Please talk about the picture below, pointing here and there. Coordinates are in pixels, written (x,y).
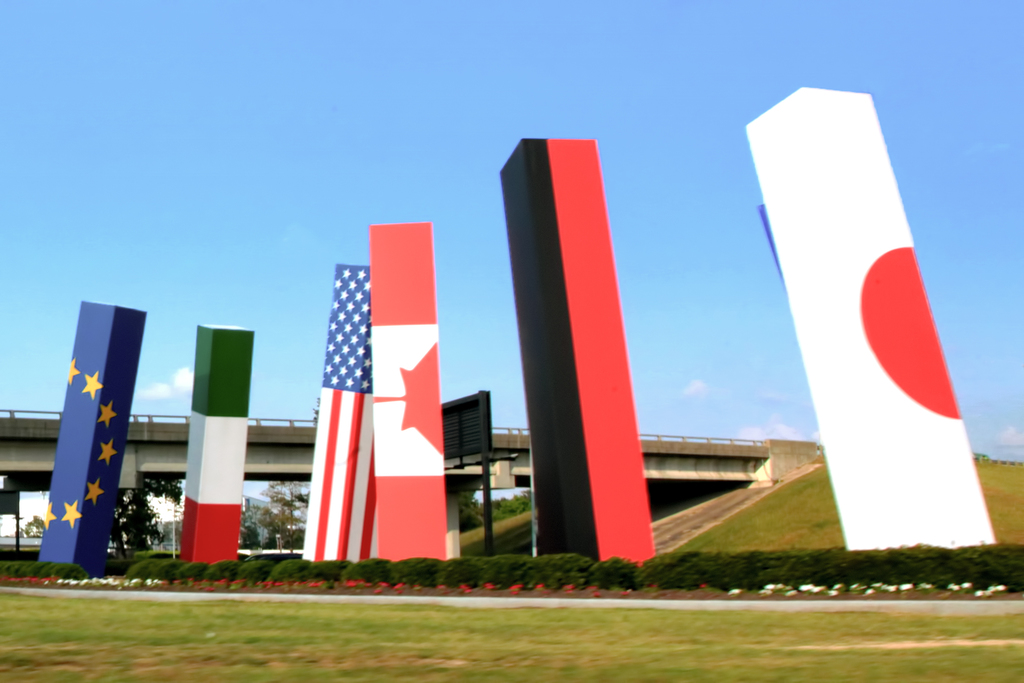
In this image there are boards (425,295) of flags (62,506), plants (210,590) with flowers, trees (290,513), grass (30,612), bridge (16,459), and in the background (465,167) there is sky (372,69).
